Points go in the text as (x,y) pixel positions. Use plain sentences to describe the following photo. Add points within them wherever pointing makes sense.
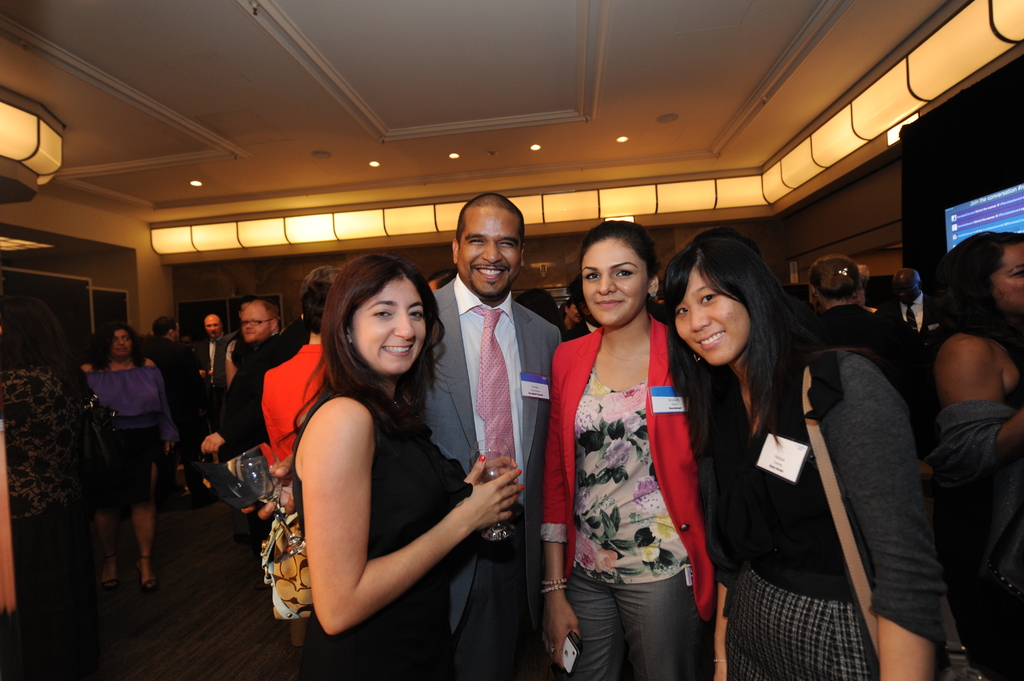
In this picture I can see group of people (402,660) standing. I can see lights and some other objects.
